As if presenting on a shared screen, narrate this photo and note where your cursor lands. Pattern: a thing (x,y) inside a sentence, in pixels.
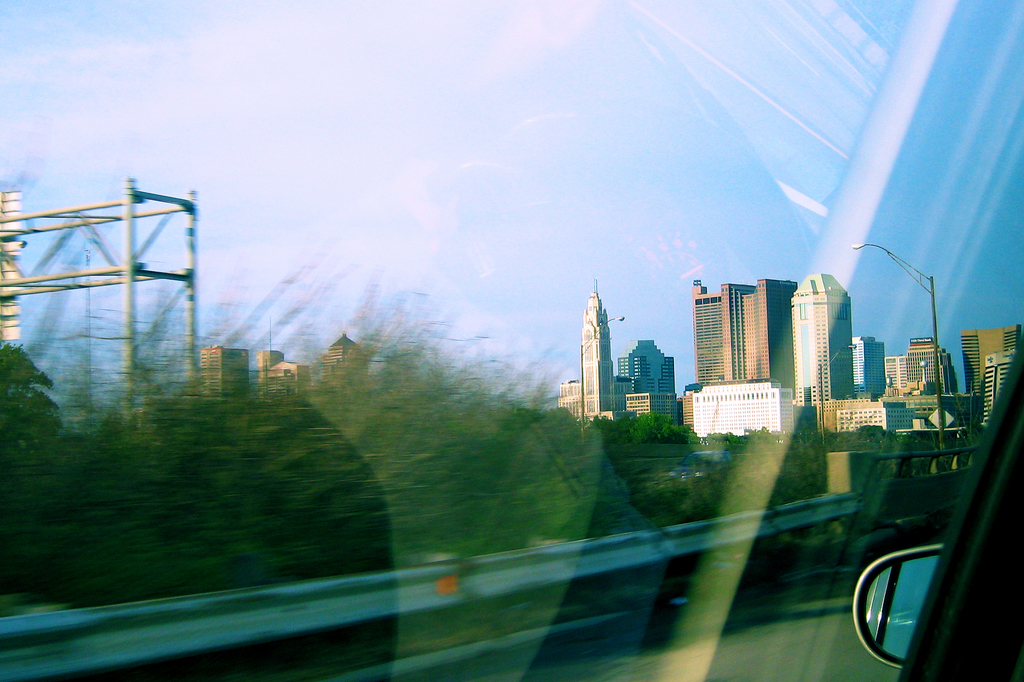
In this image I can see buildings (737,419), street lights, trees (468,481) and the sky (465,225) in the background (465,233).
